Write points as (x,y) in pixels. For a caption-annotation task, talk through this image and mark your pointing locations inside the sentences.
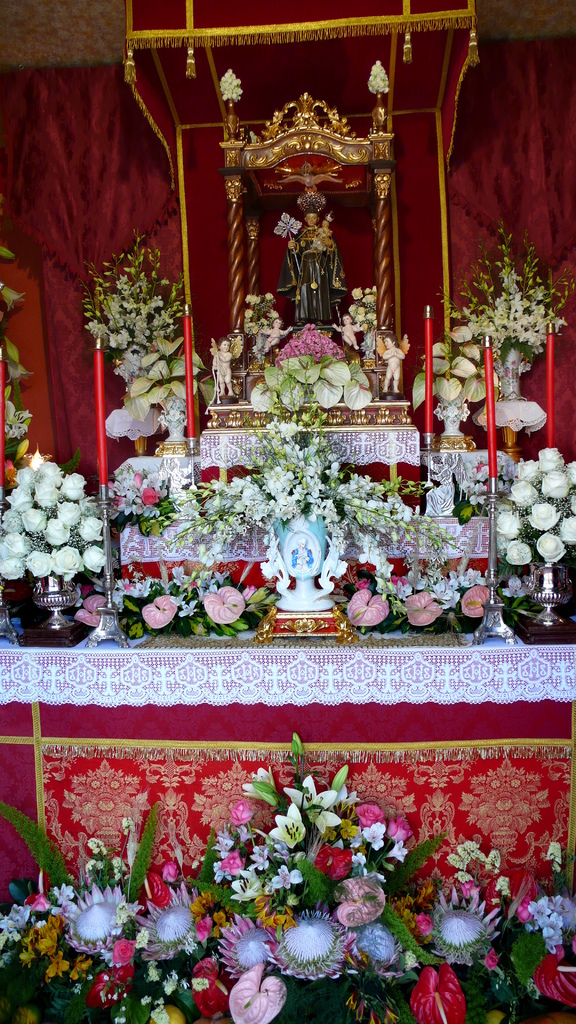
In this image there are idols (306,315) on the table (349,719) having flower vases (63,623) and candle stands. There are candles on the candle stand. Bottom of the image (295,869) there are flowers (255,877) and leaves (525,933). Background (100,267) there are curtains (50,140).
